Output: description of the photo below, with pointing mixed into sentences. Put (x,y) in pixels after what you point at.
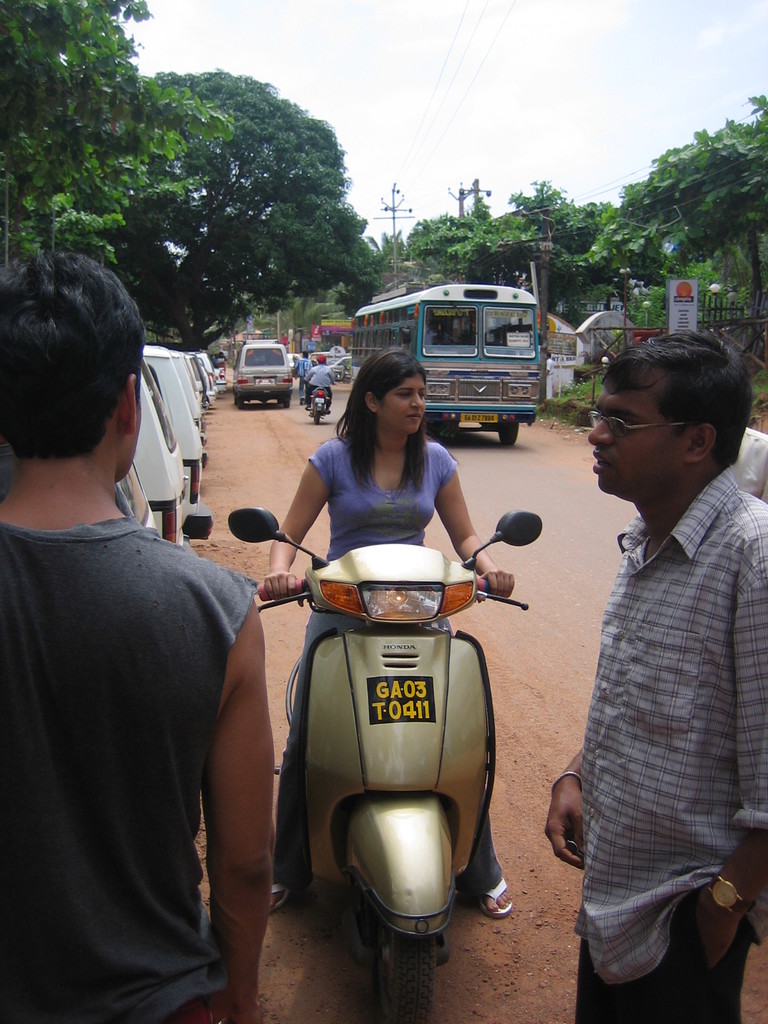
In the picture we can see two men (740,740) are standing on the path (511,694) and a woman (269,574) sitting on the bike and holding the handle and she is wearing a violet T-shirt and in the background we can see some vans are parked on the path (511,992) and we can also see a bus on the road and some people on the bike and cars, and we can also see some trees (749,227) on the either side of the road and some current poles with wires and a sky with clouds (600,78).
